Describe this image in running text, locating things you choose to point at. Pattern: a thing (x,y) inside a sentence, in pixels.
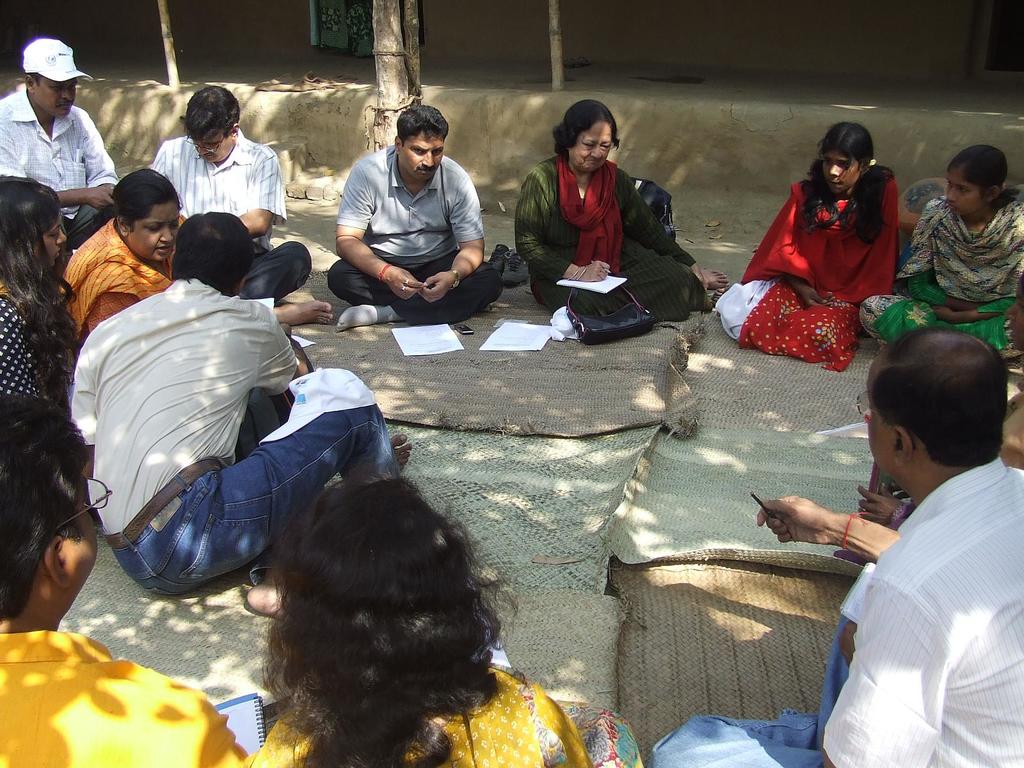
In this image we can see group of people (182,303) sitting in a round on the ground (313,234). In the background (477,114) there is a wall (796,40).
